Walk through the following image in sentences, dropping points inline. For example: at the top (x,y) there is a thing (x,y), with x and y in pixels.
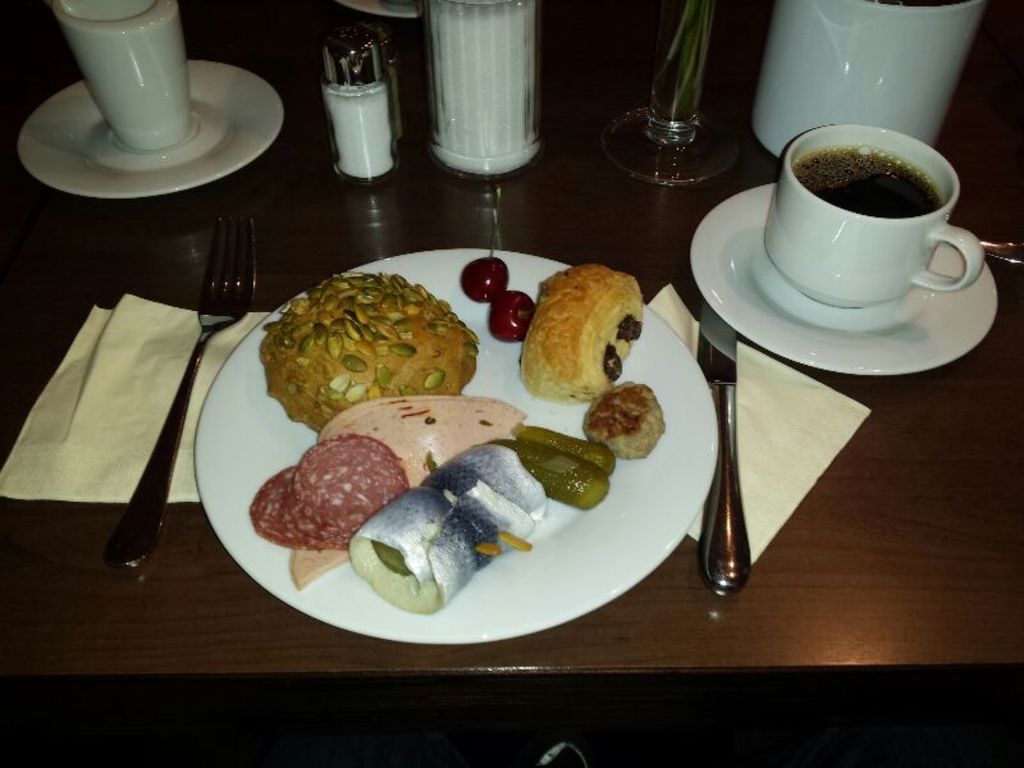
There is a plate (487,583) on the table (280,42) and in the plate (561,556) there is some food (500,470). Right of the plate (641,481) there is a knife (723,469) on a tissue (746,488) and to the left of the plate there is a fork (186,372). On the table (162,561) there is a cup (854,228) with some drink (857,197) in it and a saucer (847,322). There is some salt (365,82) on the table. And there is a glass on the table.
